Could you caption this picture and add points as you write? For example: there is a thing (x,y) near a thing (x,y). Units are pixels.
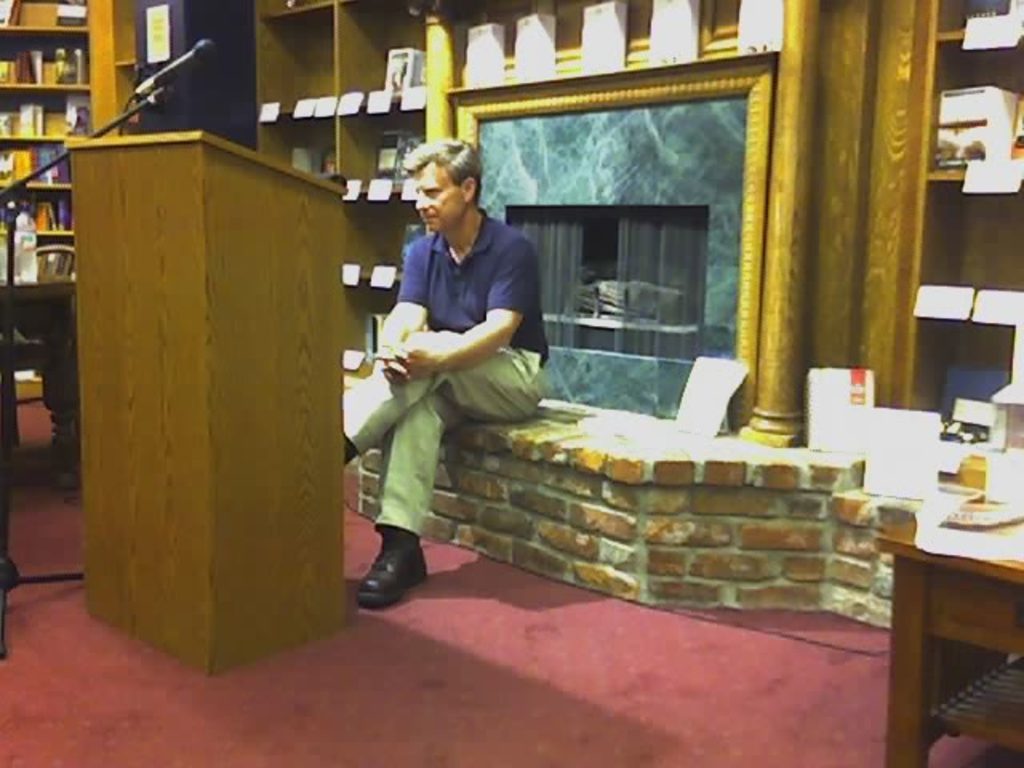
As we can see in the image there are shelves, a man (499,365) sitting over here. He is wearing blue color shirt (501,286), black color shoes (391,575). On the right side (918,583) there is a table (921,571). On table (936,574) there is a plate (982,512). On the left side (152,81) there is a mic (161,69).
